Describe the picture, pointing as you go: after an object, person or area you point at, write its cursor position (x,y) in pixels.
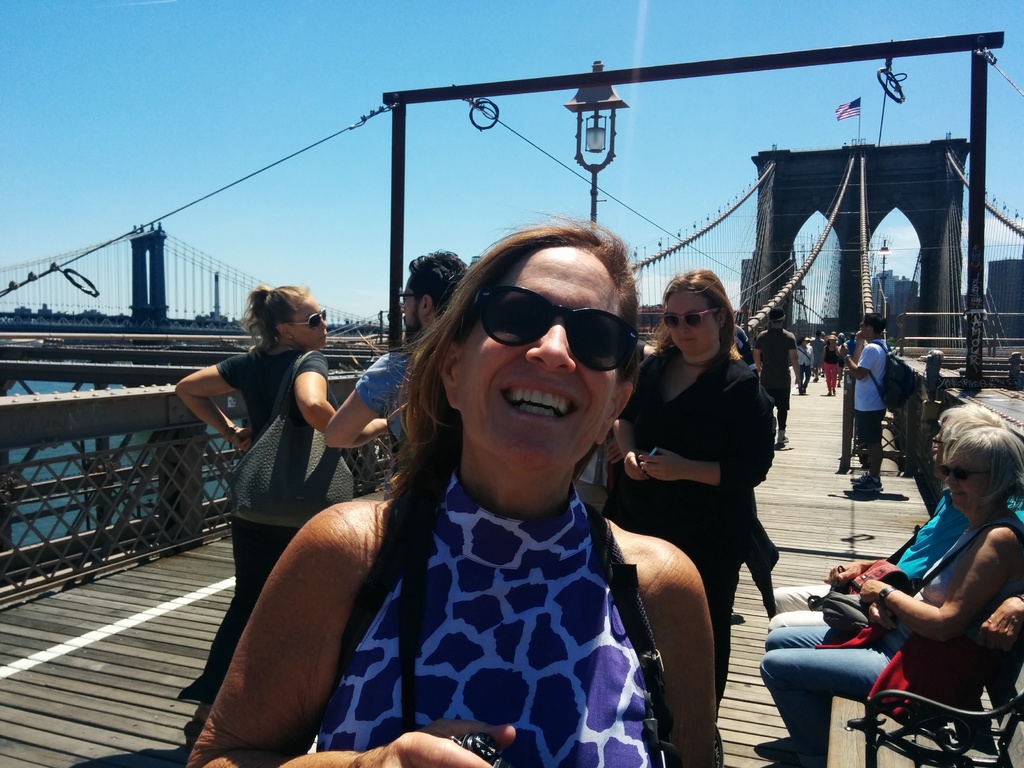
In the center of the image (591,410) there is a lady (546,542) wearing sunglasses (529,303). In the background of the image (716,382) there are people (710,358). There is a bridge (116,459). There is a flag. To the right side of the image (950,547) there are people (936,550) sitting on bench (941,720). At the top of the image (279,95) there is sky (264,99). in the background of the image (15,317) there is bridge (140,355) with ropes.
